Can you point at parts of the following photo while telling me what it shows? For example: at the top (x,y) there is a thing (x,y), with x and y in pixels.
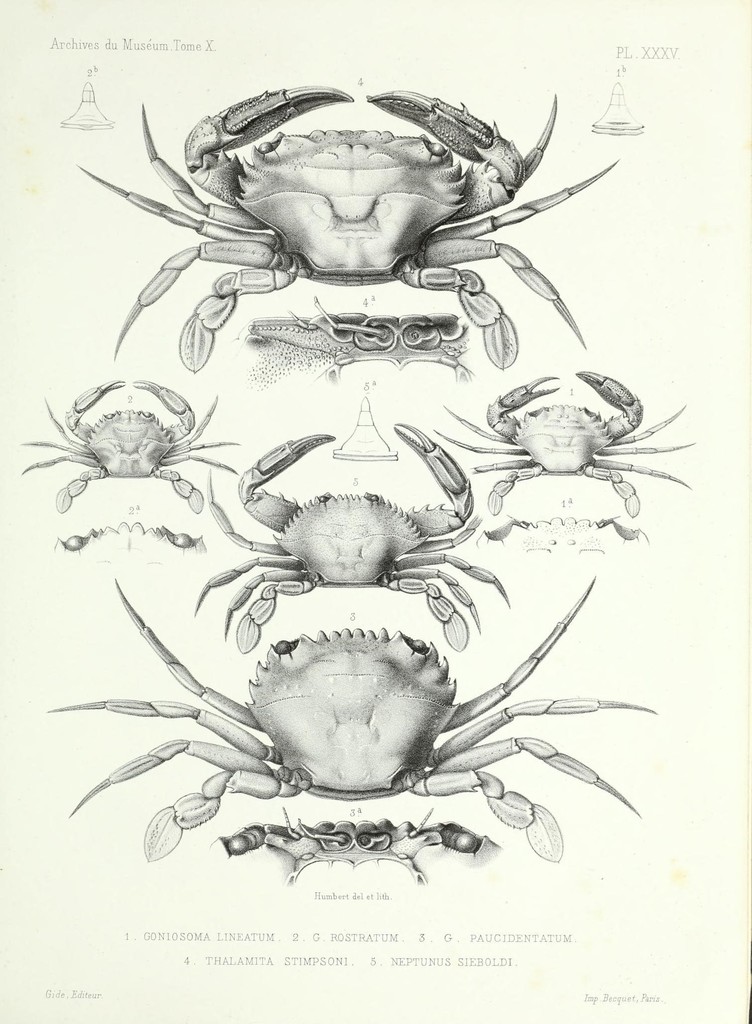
In this image I can see white color paper (213,448), on the paper (553,244) I can see few crabs (271,702).
